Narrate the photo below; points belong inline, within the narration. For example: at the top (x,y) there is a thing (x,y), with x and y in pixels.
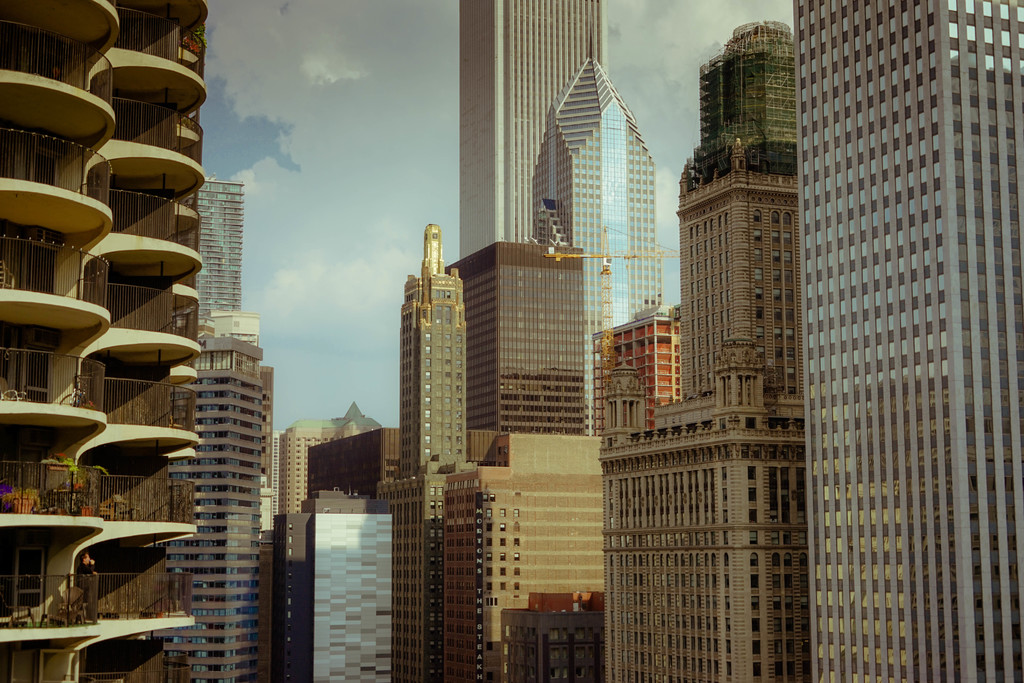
In this image I can see buildings (582,530). There are iron grilles (134,581), there is a crane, a person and in the background (347,299) there is sky (347,299).
